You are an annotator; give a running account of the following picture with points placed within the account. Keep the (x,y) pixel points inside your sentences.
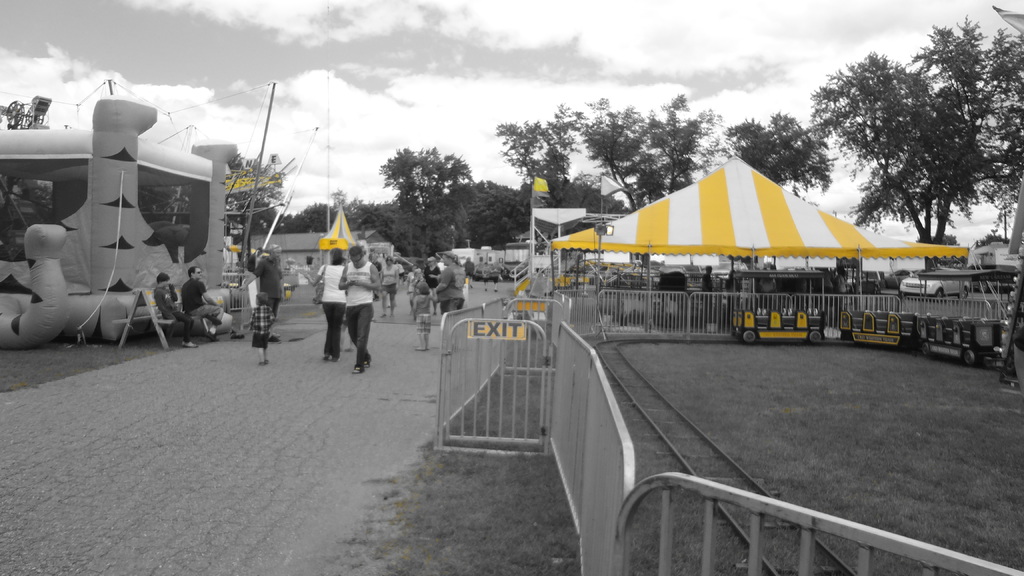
In the image we can see there are many people (317,280) around, they are wearing clothes (365,350) and shoes (365,366). We can even see there is grass (471,511), fence (472,370) and a toy train (859,322). This is a pole tent (689,225), yellow and white in color. There are even many trees (542,136) and a cloudy sky (435,93).
